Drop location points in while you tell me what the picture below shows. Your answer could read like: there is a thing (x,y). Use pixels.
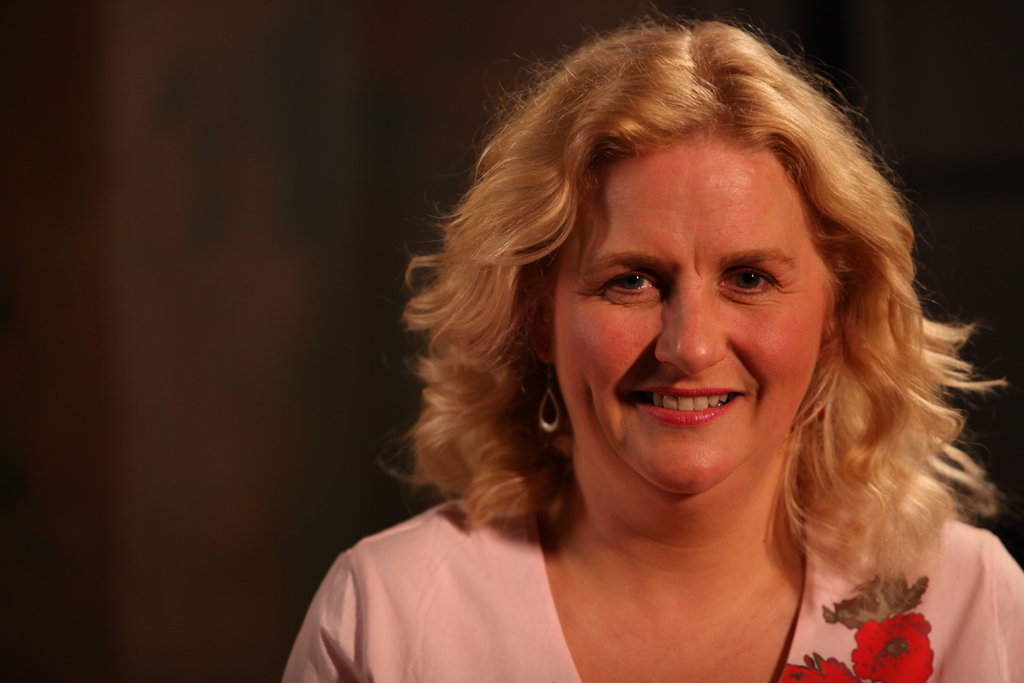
In this picture I can see a woman (684,408) with a smile (689,422) on her face (686,369) and I can see dark background (202,121).
